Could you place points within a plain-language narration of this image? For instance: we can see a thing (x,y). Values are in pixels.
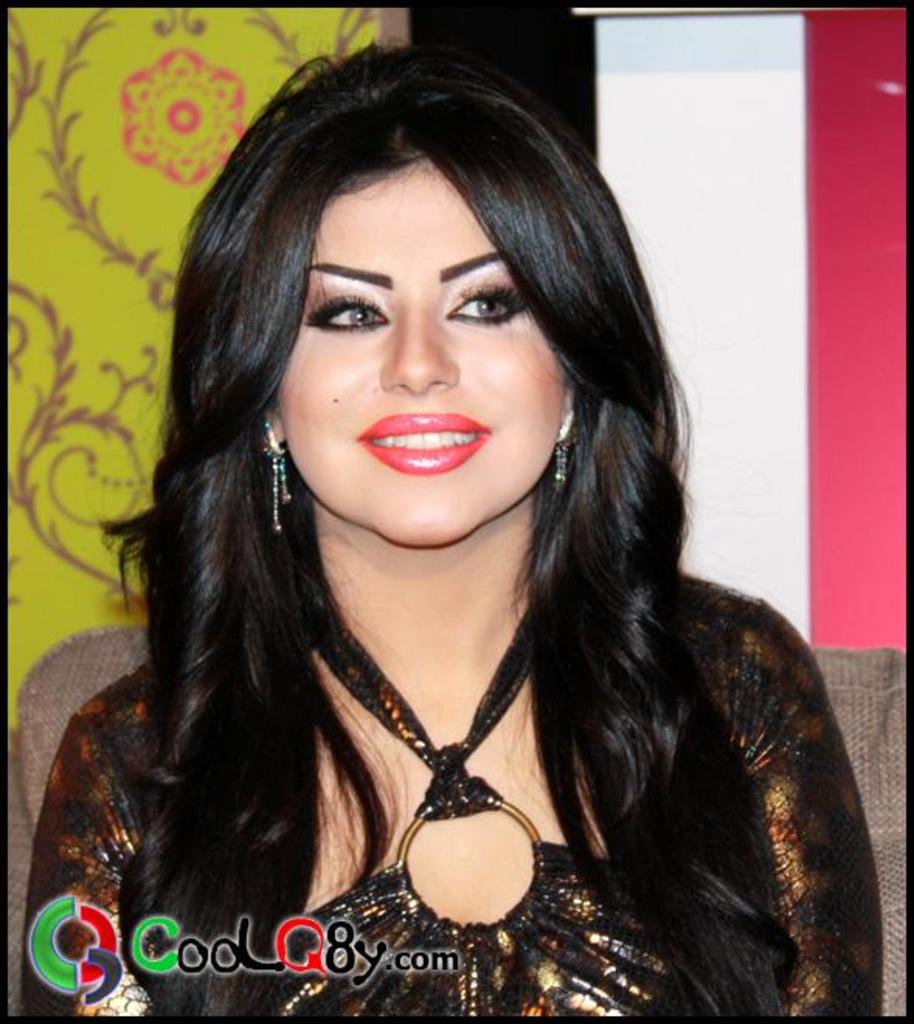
In this image we can see a lady (515,504) smiling. In the back (246,97) there is a wall (117,157) with designs (123,378). At the bottom (314,931) there is a watermark (279,938).
